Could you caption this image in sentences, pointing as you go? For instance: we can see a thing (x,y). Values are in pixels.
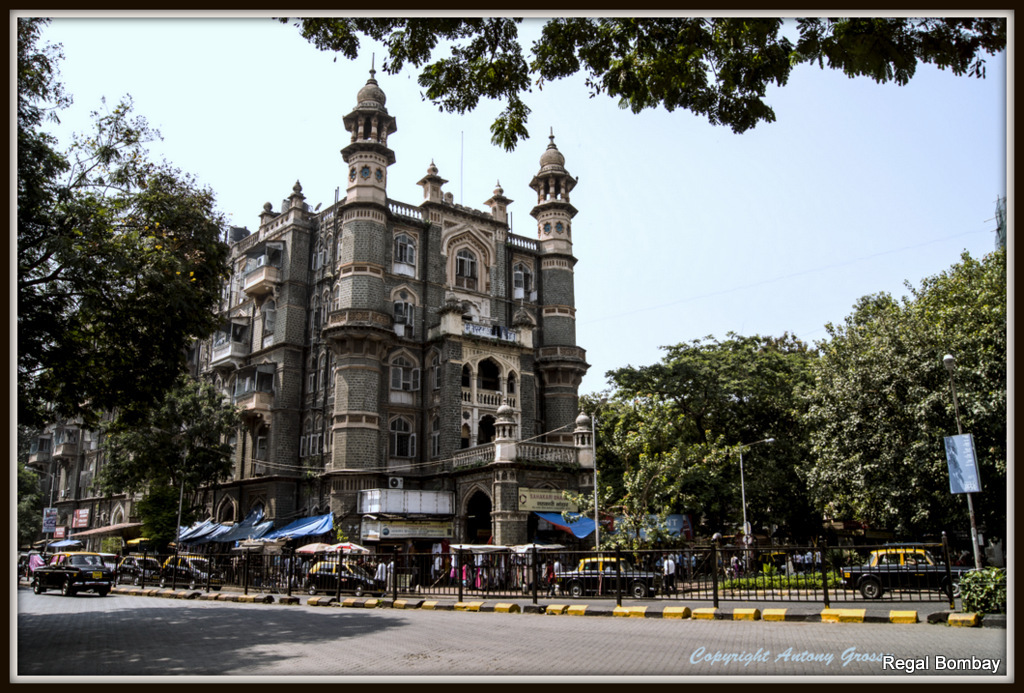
In this image there is a building (315,421) and we can see trees (622,390). There are grilles (834,581). We can see cars (874,569). There are tents (296,538). There are boards (367,528). In the background (623,220) there is sky (580,241). We can see people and there are poles (954,384).
